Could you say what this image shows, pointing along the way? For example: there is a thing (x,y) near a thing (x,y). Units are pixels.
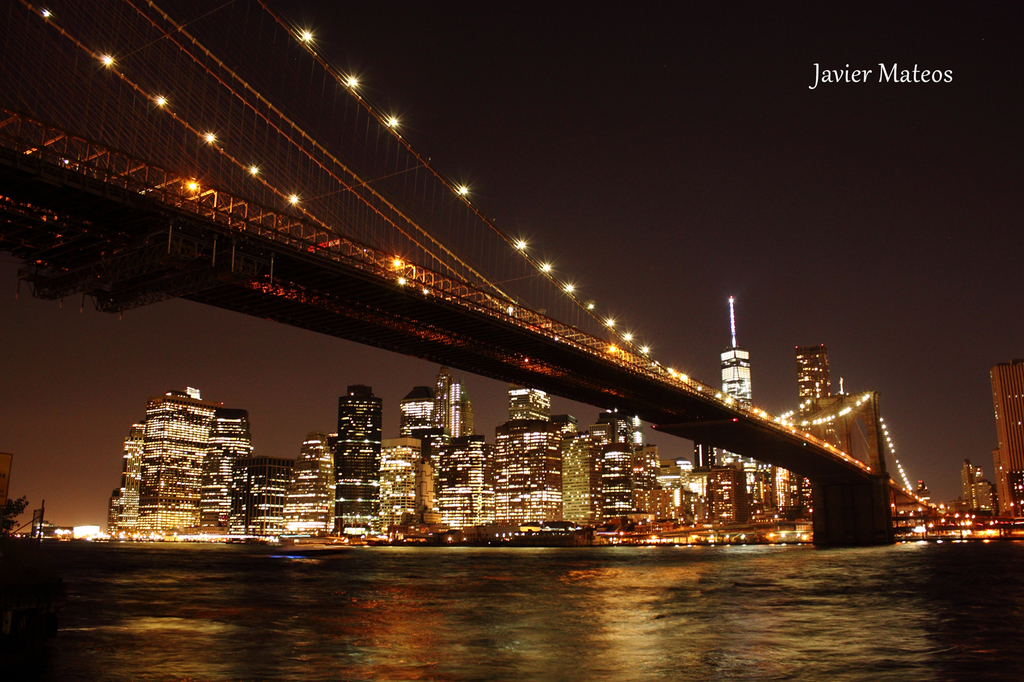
In this image, we can see the bridge (649,422), pillar (874,490), lights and ropes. At the bottom of the image (687,634), we can see the water (600,636). In the background (604,520), there are so many buildings (448,507), lights (79,533), trees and the sky (598,273). In the top right corner (864,84), there is a watermark (827,82).
